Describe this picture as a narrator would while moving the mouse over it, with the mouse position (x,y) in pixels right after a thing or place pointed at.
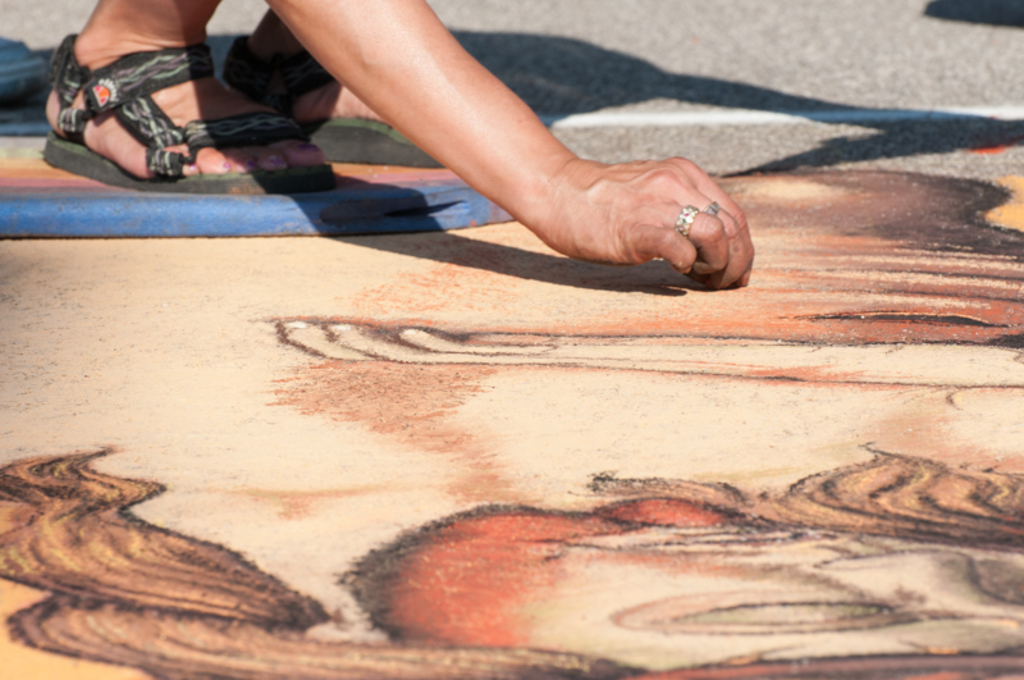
In the image we can see a person (221,98) wearing sandals (257,99) and finger rings (692,214). Here we can see Rangoli (512,345) and the road (783,83).
